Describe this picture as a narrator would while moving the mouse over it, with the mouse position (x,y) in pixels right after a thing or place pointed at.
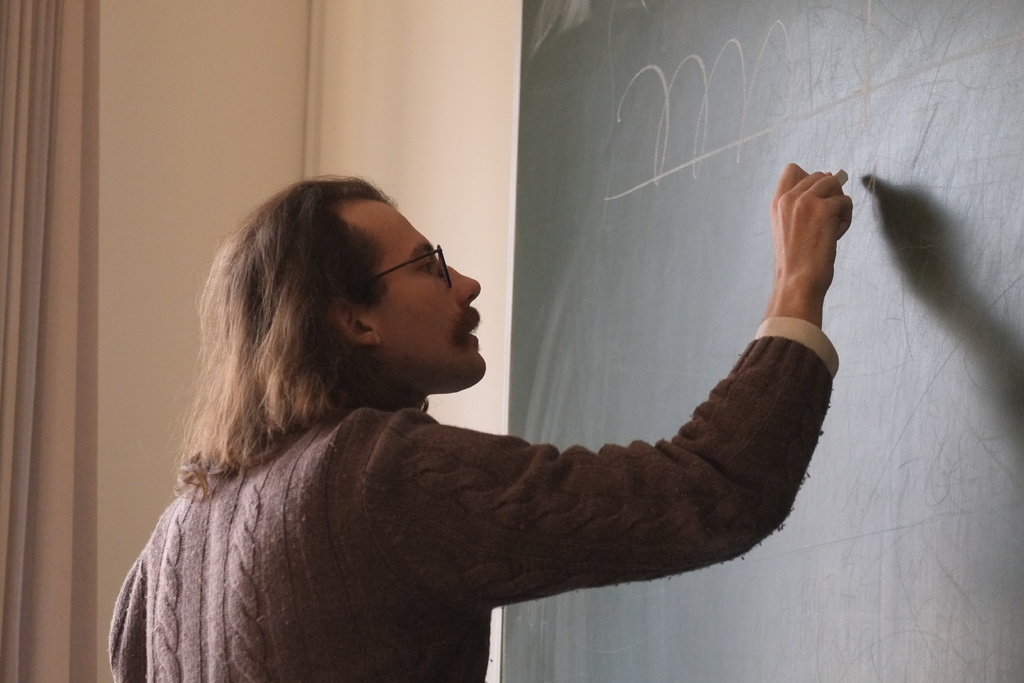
In this image we can see a person (449,433) holding a chalk (843,169) and writing on the board (912,459), which is attached to the wall (356,77).
